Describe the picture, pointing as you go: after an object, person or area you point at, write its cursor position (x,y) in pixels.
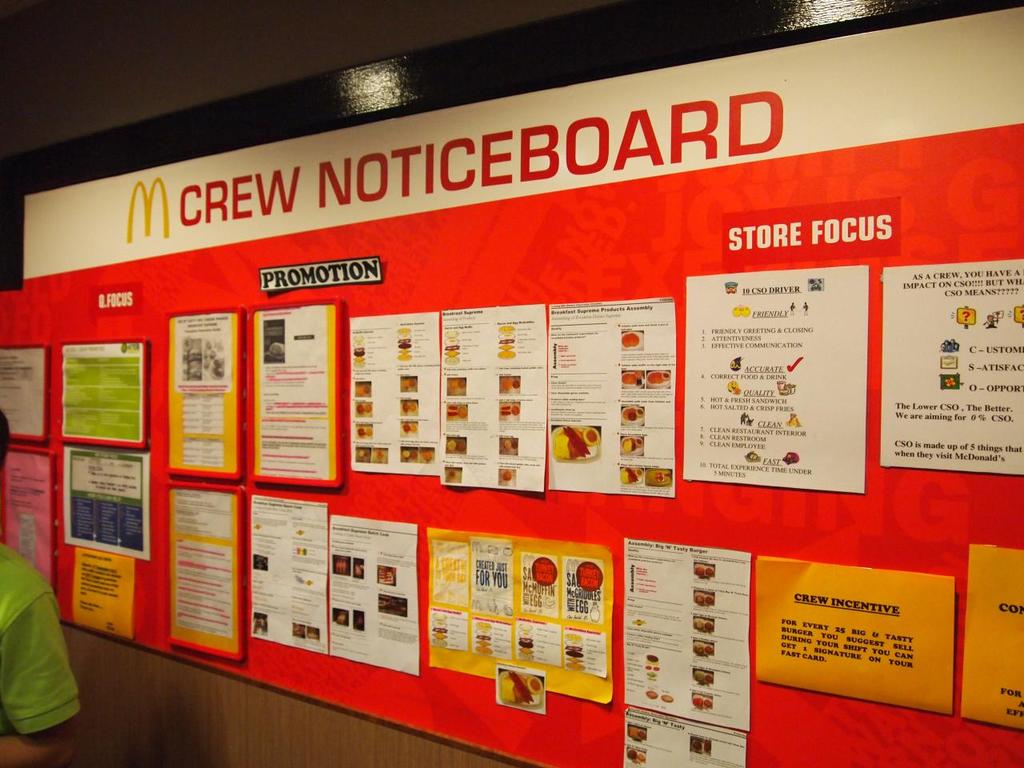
The picture consists of a notice board (514,160), in the board (679,342) there are posters (412,342), papers (512,342) attached. On the left (35,645) there is a person (43,593). At the top (240,67) it is wall (206,60).
